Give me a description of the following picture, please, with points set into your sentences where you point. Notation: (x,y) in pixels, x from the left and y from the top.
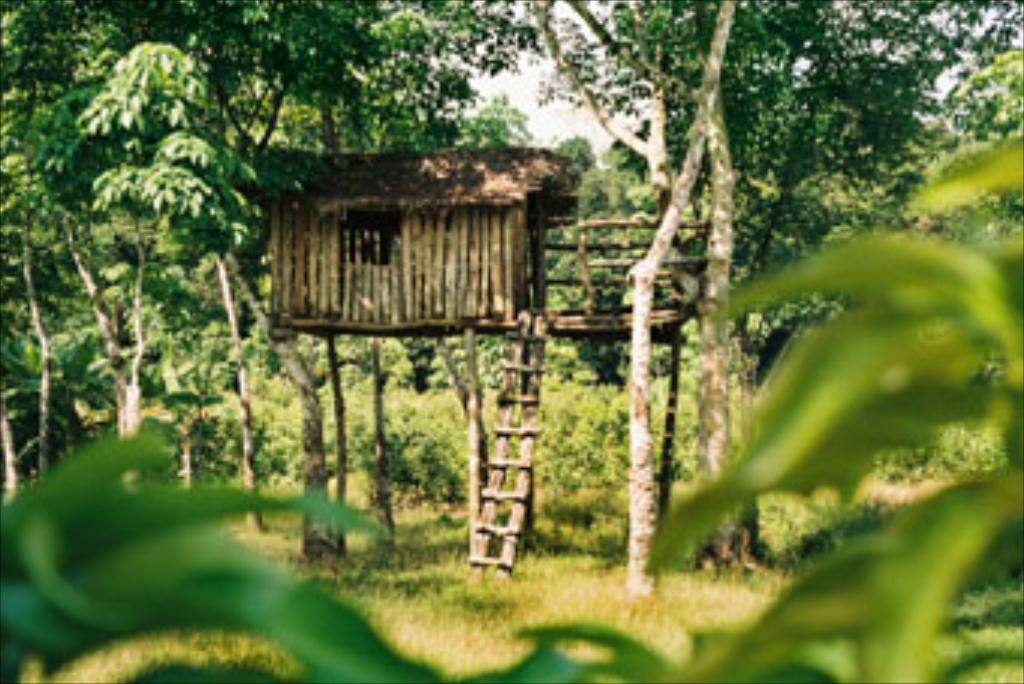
The image is blurred. In the foreground of the picture (630,633) there are leaves (54,567). In the center of the picture (558,390) there are trees (643,472), wooden house (283,243), grass (428,549) and plants (417,427). In the background (566,152) there are trees (572,144) and sky (546,135).
